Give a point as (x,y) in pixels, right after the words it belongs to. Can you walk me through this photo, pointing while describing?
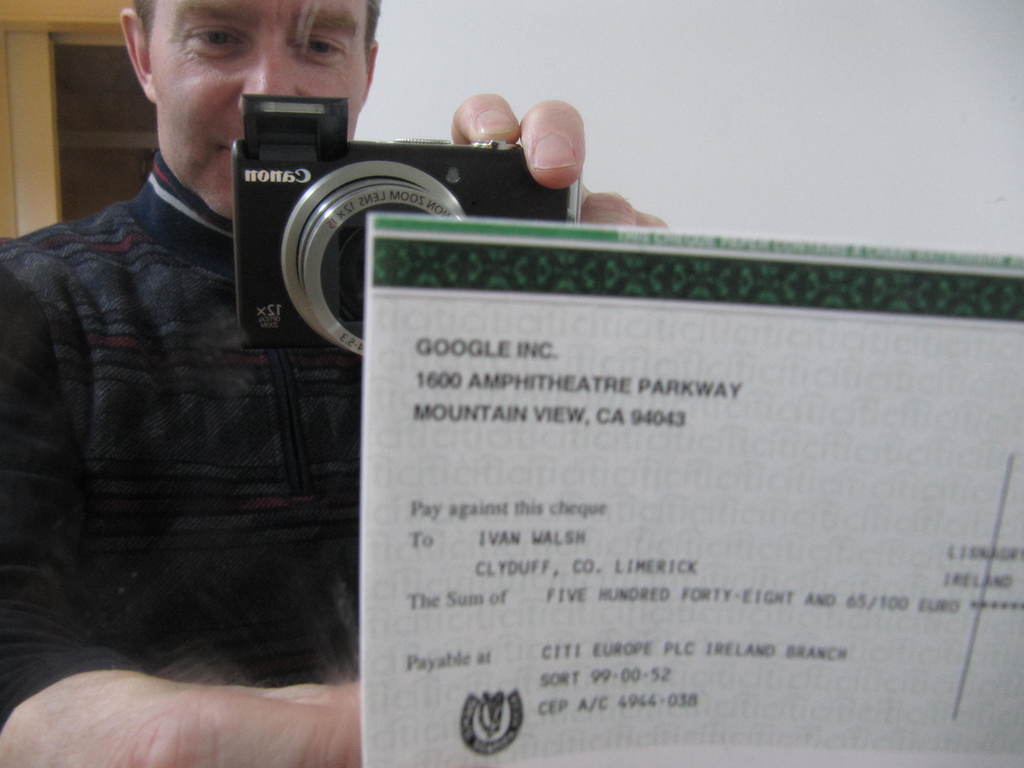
In the image we can see there is a person (92,640) who is holding camera (353,253) in front of a paper (728,450).
